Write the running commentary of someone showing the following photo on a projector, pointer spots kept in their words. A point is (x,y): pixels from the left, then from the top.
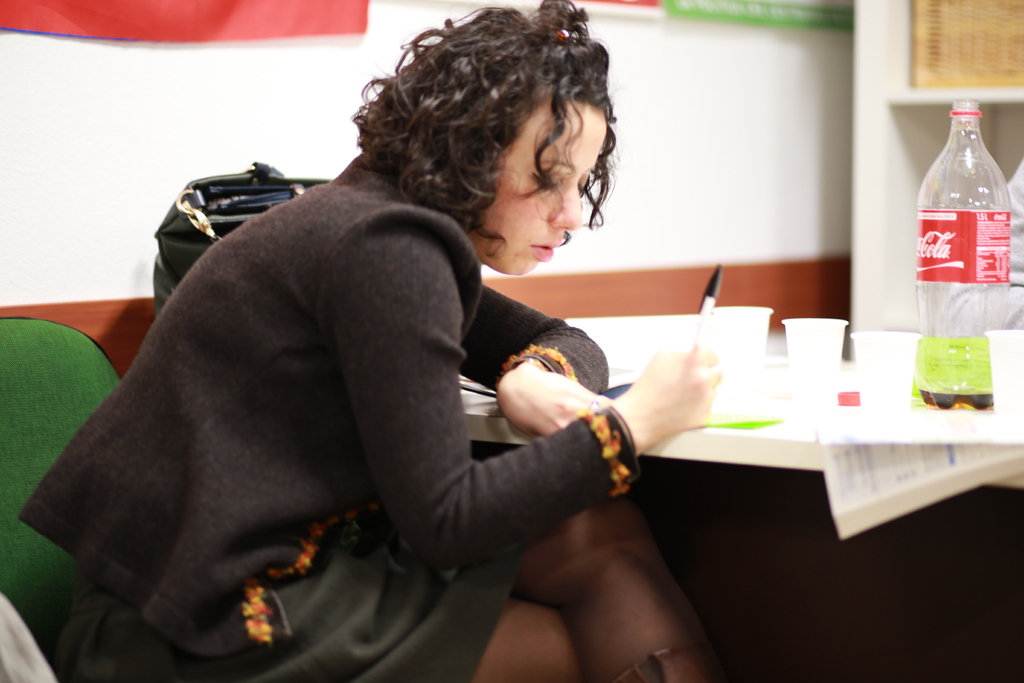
Woman (299,395) sitting on the chair (55,400), near the table (773,437) and on the table (815,415) cup (895,361), bottle (929,258), purse (197,191) is present.
